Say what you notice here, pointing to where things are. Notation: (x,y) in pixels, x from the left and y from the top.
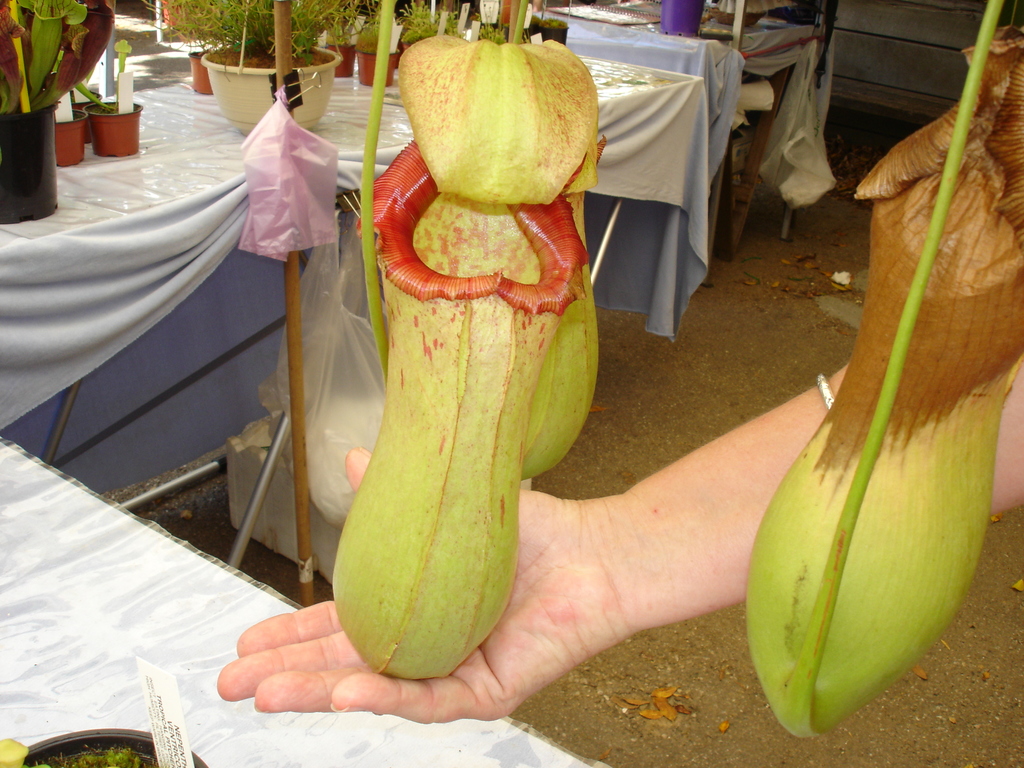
In this image we can see a person's hand (591,586). A person (534,611) is touching a plant (472,223). There are many plants (570,421) in the image. There are plant pots (255,65) are placed on the tables (210,120). There is a plant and a description card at the bottom of the image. There is an object (306,445) placed on the ground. There are few objects (320,350) attached to the table (246,363). There are few objects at the top of the image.
